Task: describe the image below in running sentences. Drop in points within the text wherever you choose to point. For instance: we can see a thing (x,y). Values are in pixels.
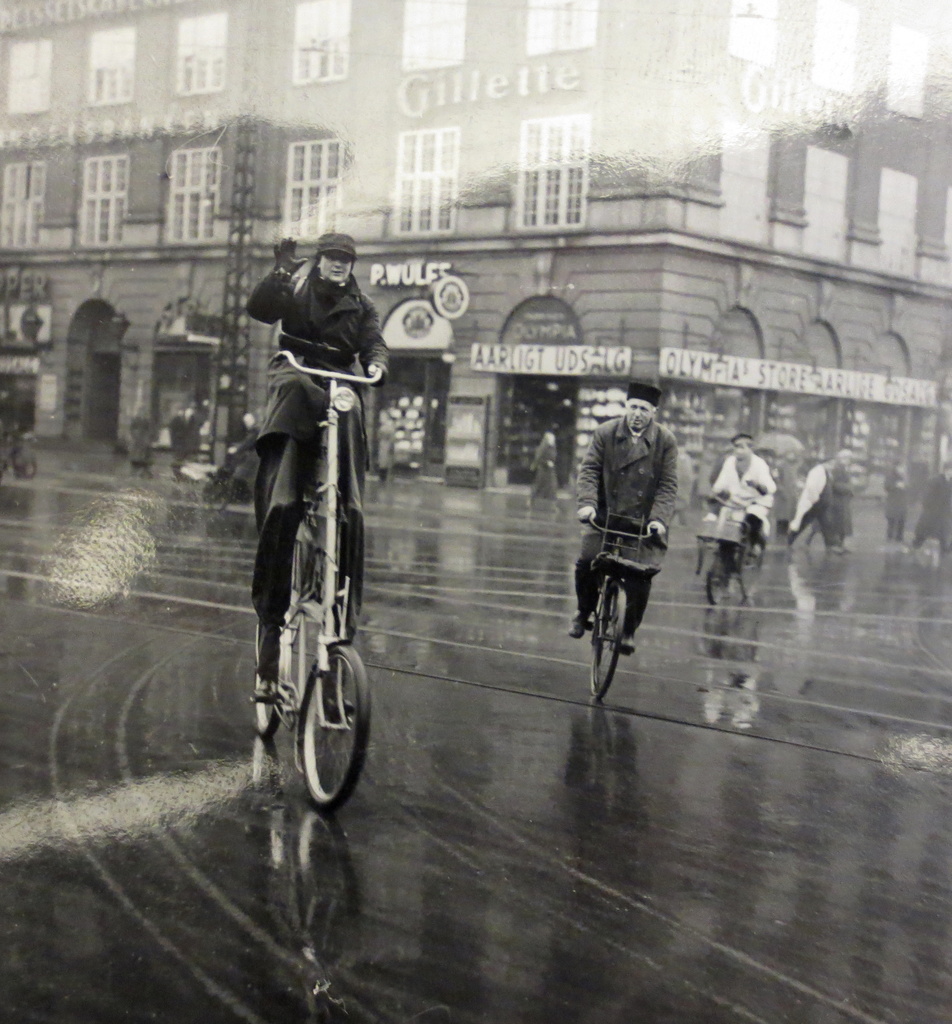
This persons (326,404) are riding bicycles (316,543) on road (242,750). This woman (304,361) wore cap (334,245). Background (456,184) there is a building (204,259) with windows (441,181). On this building (484,220) there are boards (568,373).
